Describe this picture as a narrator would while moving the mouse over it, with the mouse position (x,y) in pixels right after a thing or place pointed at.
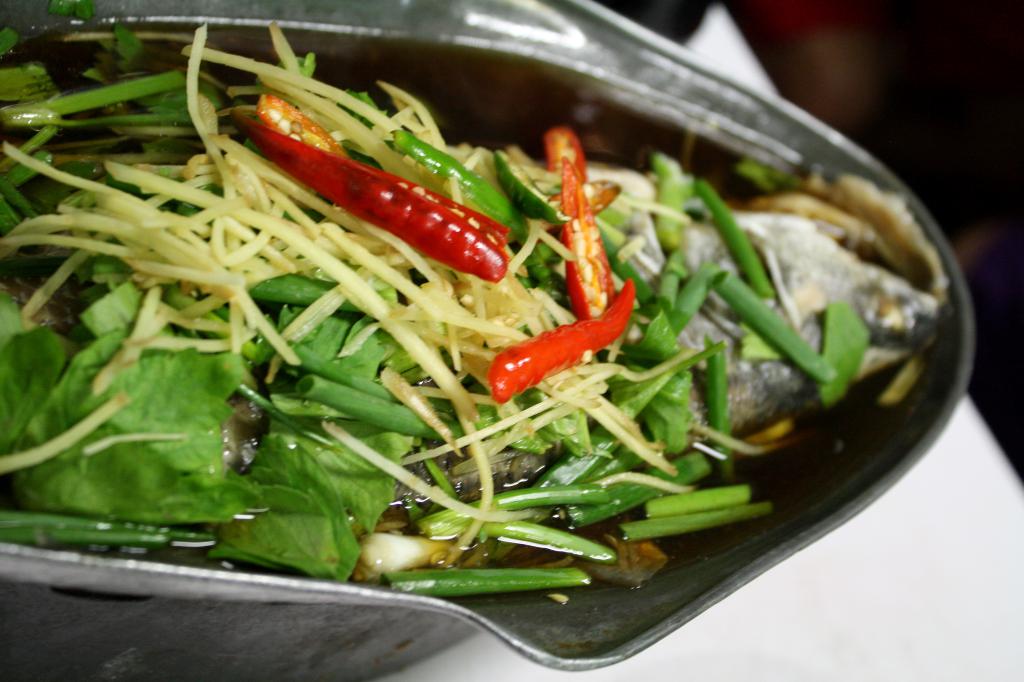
In this image we can see some chopped vegetables (543,326) in a bowl (710,563) which is placed on the surface (785,585).
